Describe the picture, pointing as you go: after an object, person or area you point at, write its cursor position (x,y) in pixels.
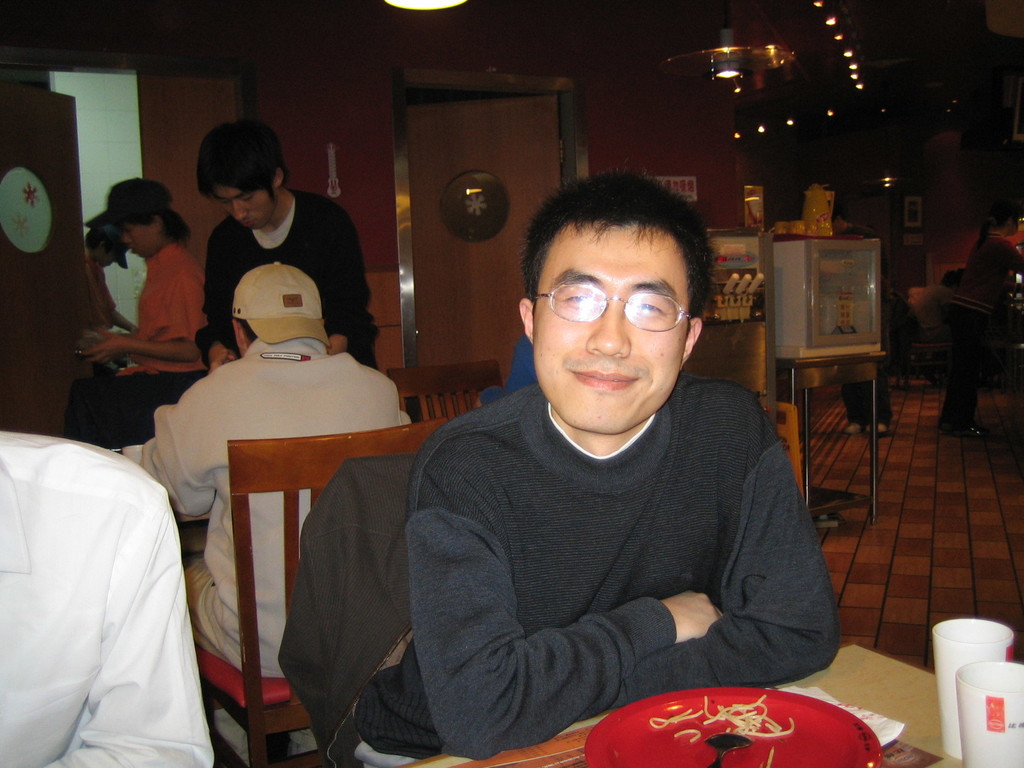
In this picture there is a man (638,479) who is wearing a black shirt (570,469), is sitting on the chair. He is also wearing a spectacle (598,302) on his eyes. There is a plate (828,745), spoon (727,751) and noodles (739,718) in the plate (764,722). There is a cup (974,707) on the table (904,702). On to the left (227,391), there is a man (229,402) sitting on the chair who is wearing a white shirt (283,397). There is a woman (166,298) who is wearing an orange shirt (166,308) and she is standing. There is also a man (249,218) who is wearing a black shirt (325,227) and is standing. There is a door (479,194) at the background (477,187). There is a light (731,78) at the roof (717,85). To the right (972,312), there is a woman (988,296) who is wearing a red shirt (991,274) and there is a man (939,308) who is sitting on the chair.
